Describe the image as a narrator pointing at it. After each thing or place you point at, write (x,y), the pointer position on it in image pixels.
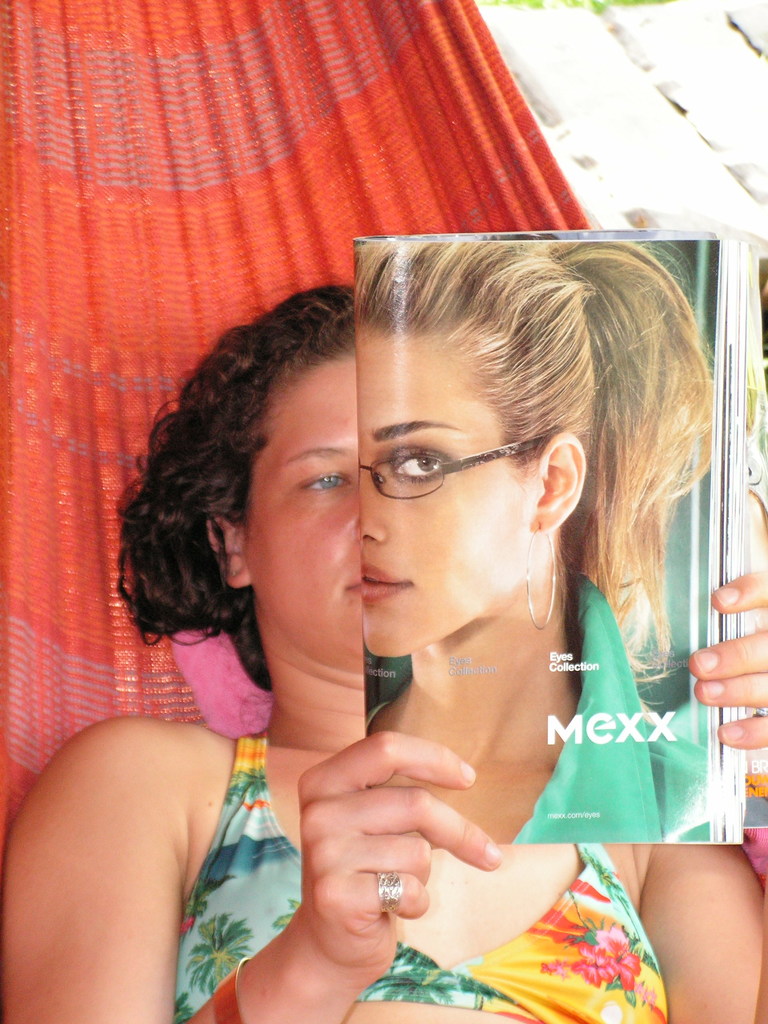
In this image there is one woman (312,872) is holding a magazine (551,591) as we can see in middle of this image (340,425) and there is a red color curtain (280,155) in the background (319,159).
